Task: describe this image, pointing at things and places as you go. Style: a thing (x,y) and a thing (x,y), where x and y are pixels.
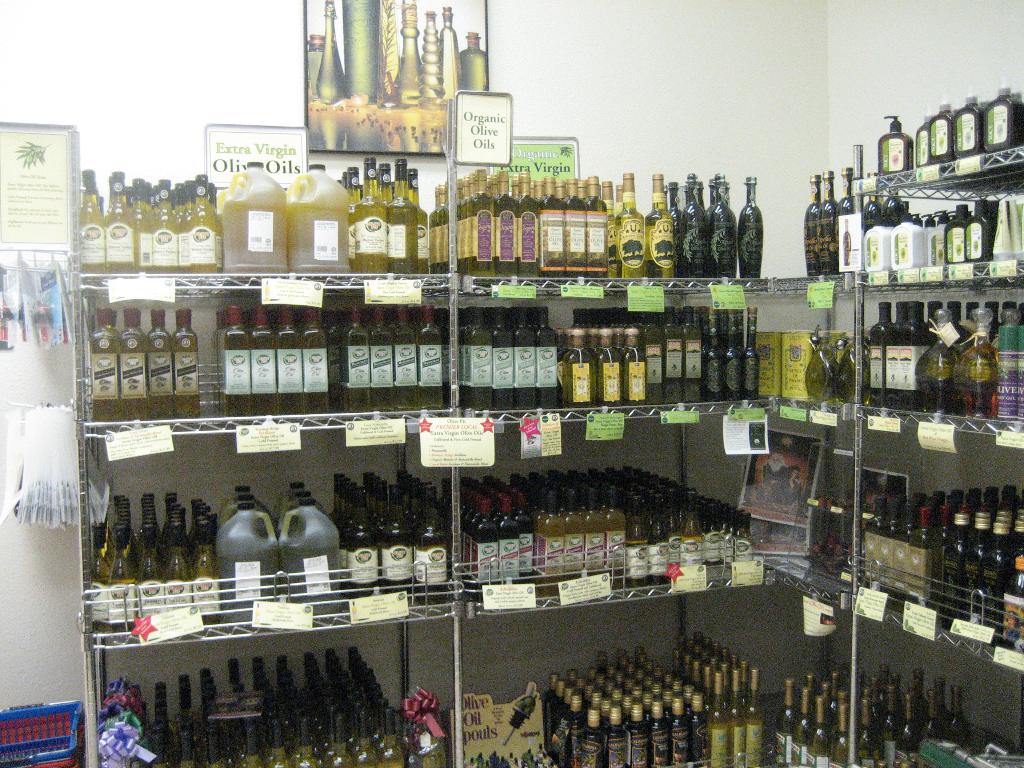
These racks (354,282) are filled with bottles (984,586). On this racks (460,251) there are tags (141,290). A picture of a bottles (353,49) on wall (233,33). This is basket (36,731).
